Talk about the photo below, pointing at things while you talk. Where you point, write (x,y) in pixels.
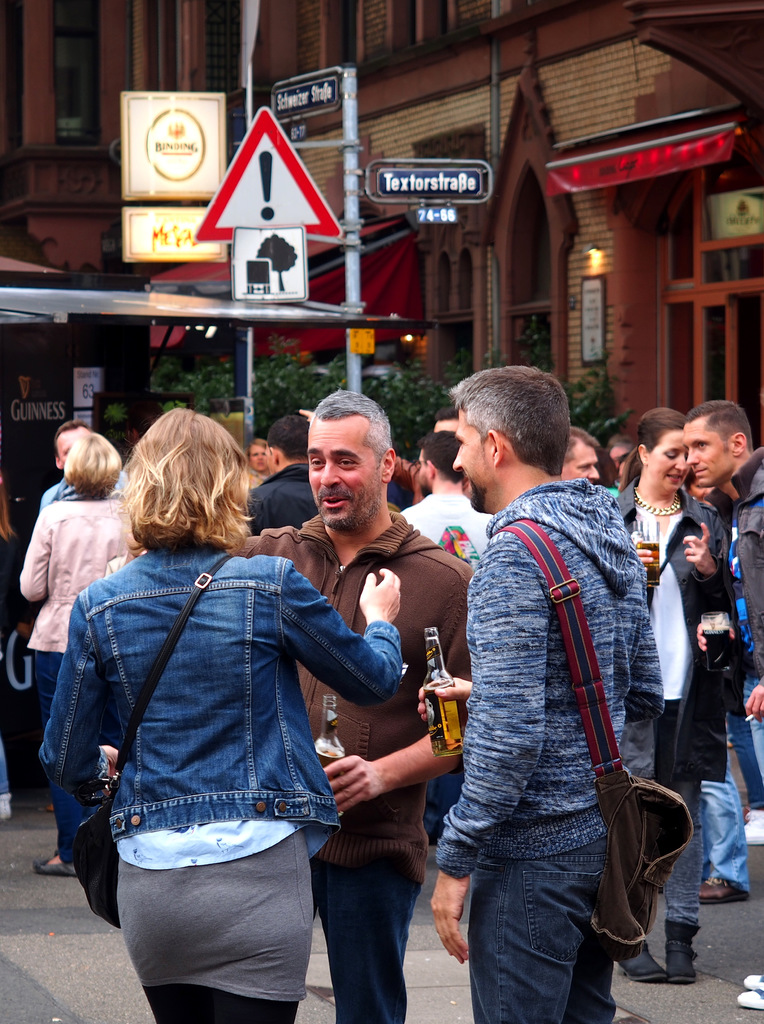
In the picture we can see some people (673,487) are standing on the path (749,961) and talking to each other, in the background (355,218), we can see some poles (345,229) with a sign board (315,225) and some name boards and we can also see a building wall (530,219) with the exit (525,181) and light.
